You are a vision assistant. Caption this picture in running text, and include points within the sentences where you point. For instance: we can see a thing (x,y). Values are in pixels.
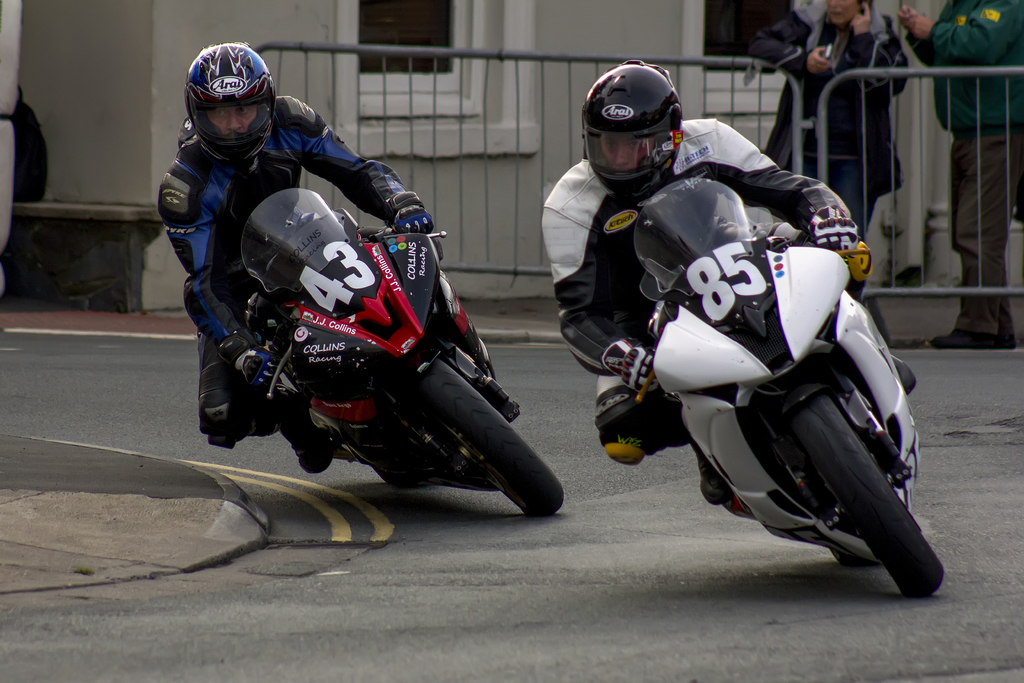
In this image we can see two persons (229,380) are participating in a bike race and riding bikes (904,405). On the top right side (958,140), we can see two persons (854,124) are standing.
